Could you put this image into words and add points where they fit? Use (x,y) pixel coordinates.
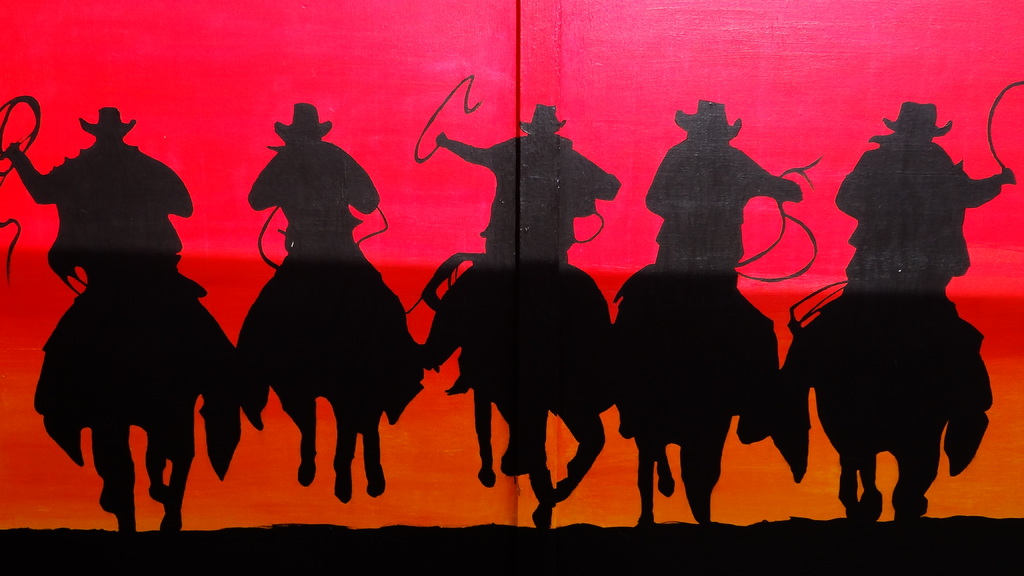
In this image I can see a black painting (285,257) of five persons (544,223) who are riding the horses (498,347). They are wearing caps (710,122) on their heads (920,132) and holding whips (442,111) in the hands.
